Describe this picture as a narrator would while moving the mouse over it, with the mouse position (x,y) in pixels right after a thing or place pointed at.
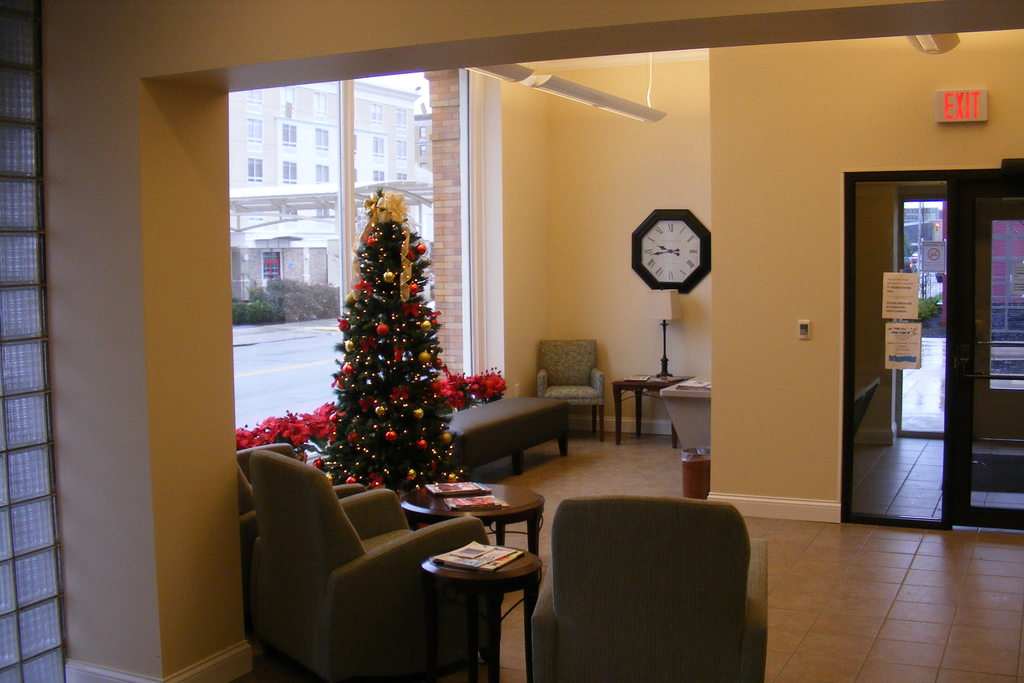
In this image I can see few chairs (725,538) and a Christmas tree (402,435). On this wall (620,311) I can see a clock (690,232) and a lamp (656,315) on this table (637,386).
